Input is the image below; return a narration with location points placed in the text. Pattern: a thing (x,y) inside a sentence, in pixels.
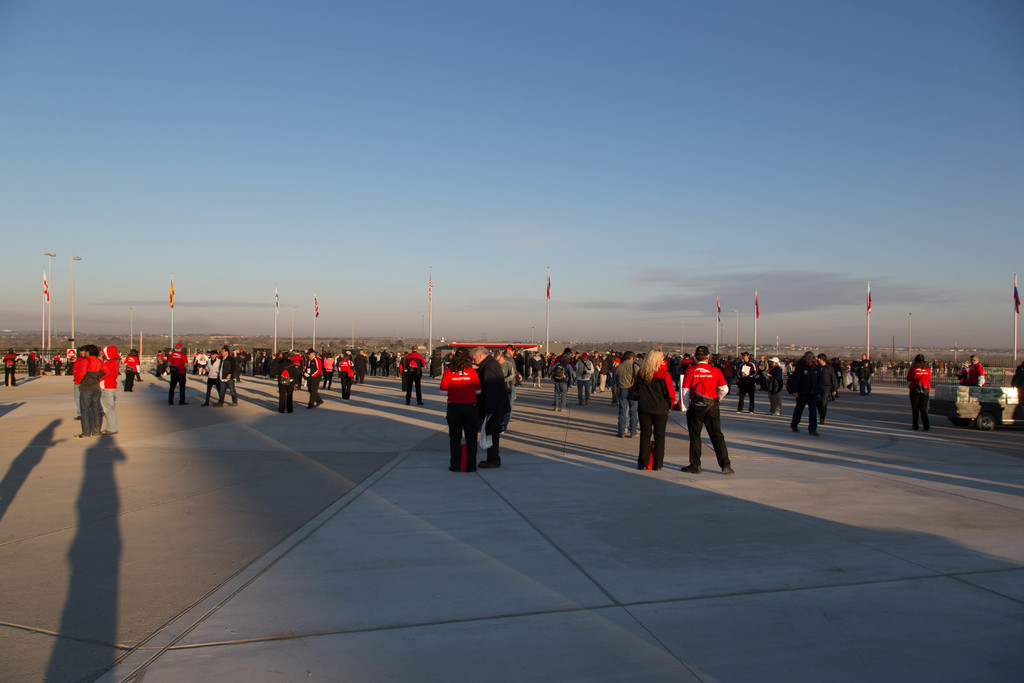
In this image people (659,411) are standing in a open area (269,395), there are flag pole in the background (548,345) and there is blue sky (535,167).
